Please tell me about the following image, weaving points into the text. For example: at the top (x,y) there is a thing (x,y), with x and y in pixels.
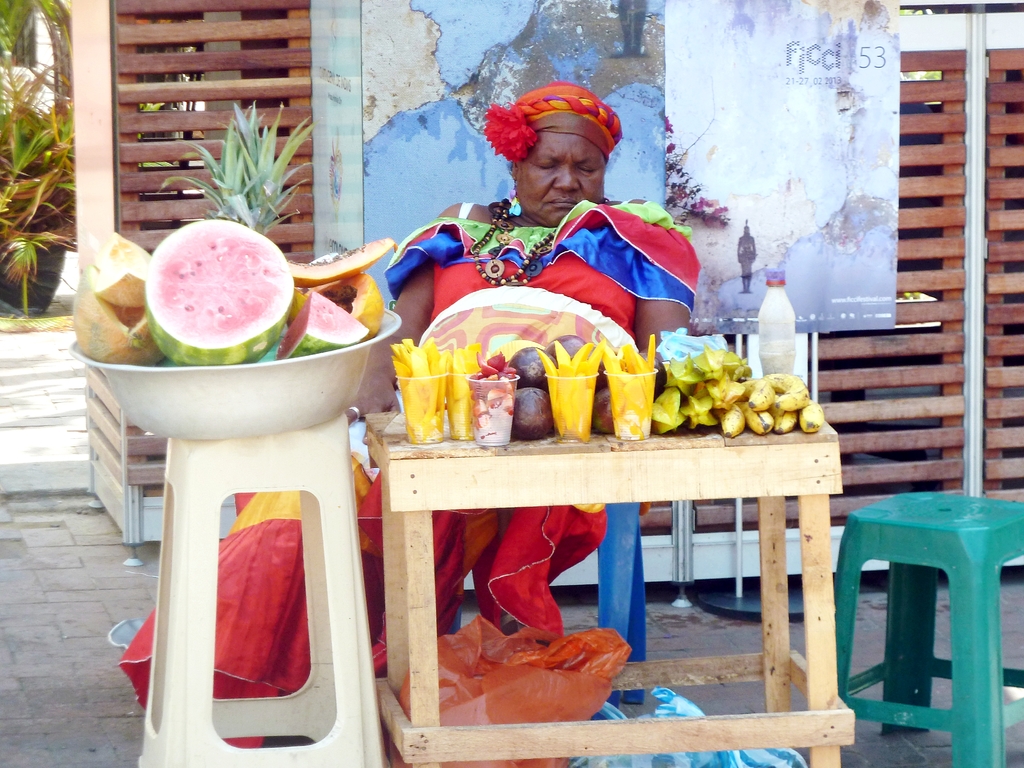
There is a person (443,552) sitting on the chair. This is a table (489,748). On the table (513,739) there are glasses (573,387), bottle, and fruits (696,395). In the background (421,62) we can see a poster (755,178), plants (61,2), and a fence (908,178).
